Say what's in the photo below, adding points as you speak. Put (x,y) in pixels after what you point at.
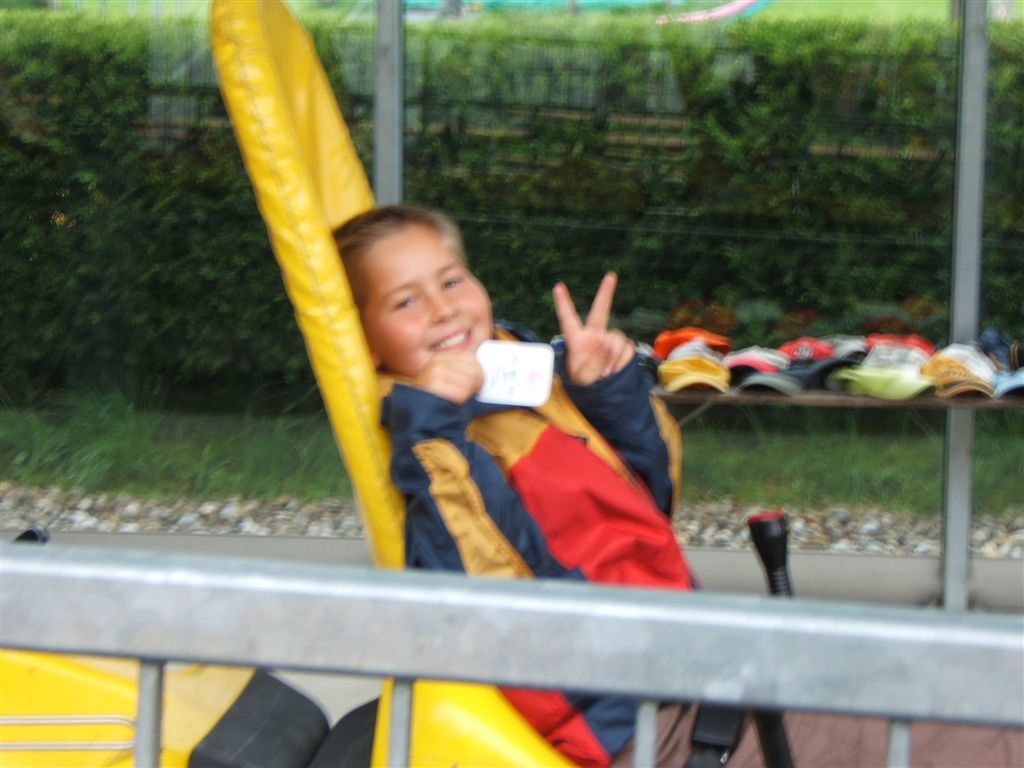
In this picture there is a boy (623,708) sitting and smiling. At the back (228,333) there are different caps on the table (960,397) and there are plants (418,142). In the foreground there is a railing (62,558).
